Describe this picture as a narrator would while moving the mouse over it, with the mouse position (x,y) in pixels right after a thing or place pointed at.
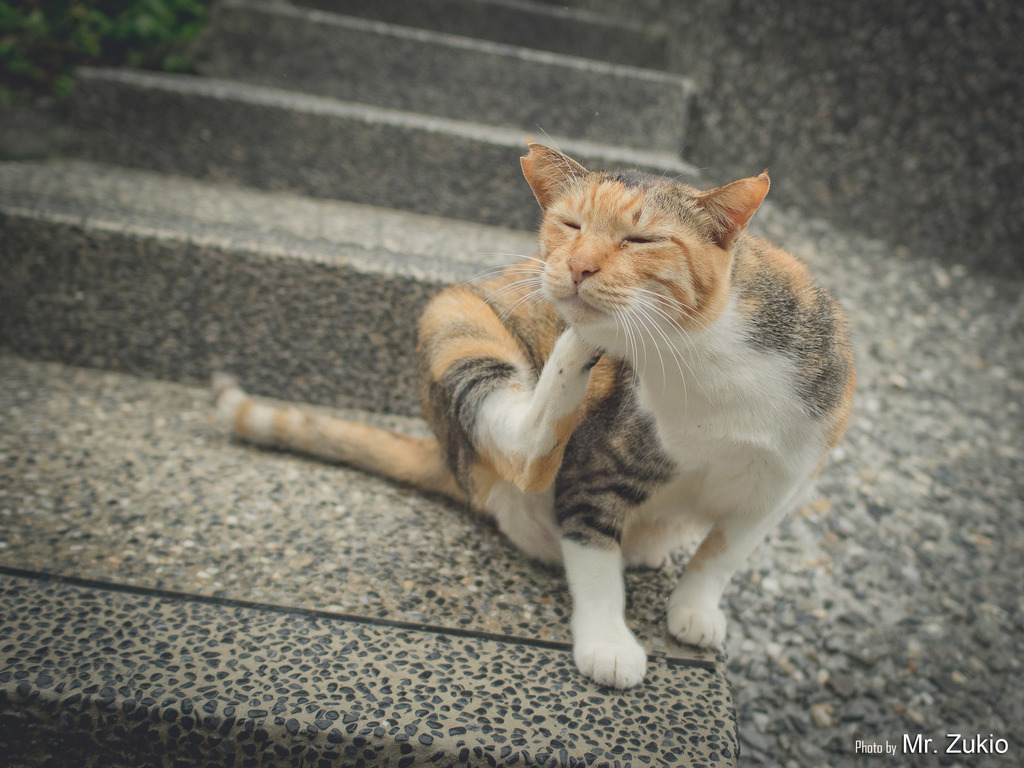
In this picture there is a cat (643,361) sitting and itching with one of its leg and there is something written in the right bottom corner (941,751).
